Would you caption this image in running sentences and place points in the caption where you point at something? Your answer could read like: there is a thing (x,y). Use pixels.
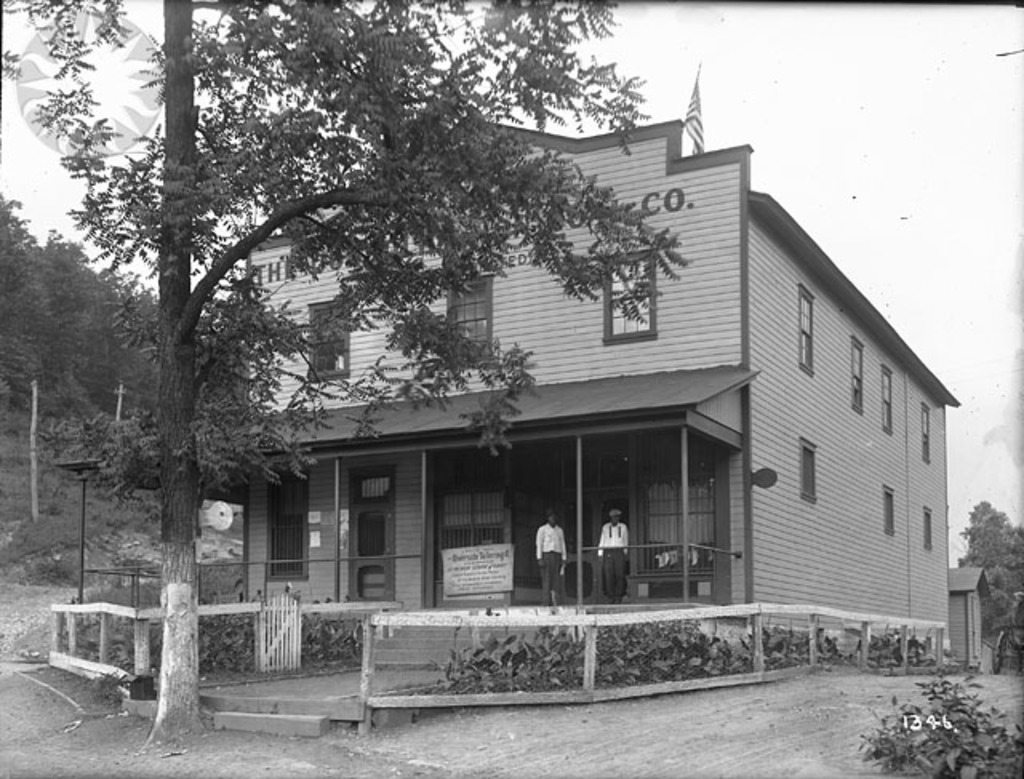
This is a black and white image. In this image there is a building (656,336) with windows (861,393), pillars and banner (474,555). In front of the building (562,520) there is steps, plants (322,639) and fencing (82,606). Near to the building (515,523) there is a tree (140,436). Also in the background (69,306) there are trees (1004,585). There is sky (926,152). There is flag (697,134) on the top of the building (695,155). And there is a number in the right bottom corner (940,730). There are two persons (616,542) standing in the front of the building (584,562).
